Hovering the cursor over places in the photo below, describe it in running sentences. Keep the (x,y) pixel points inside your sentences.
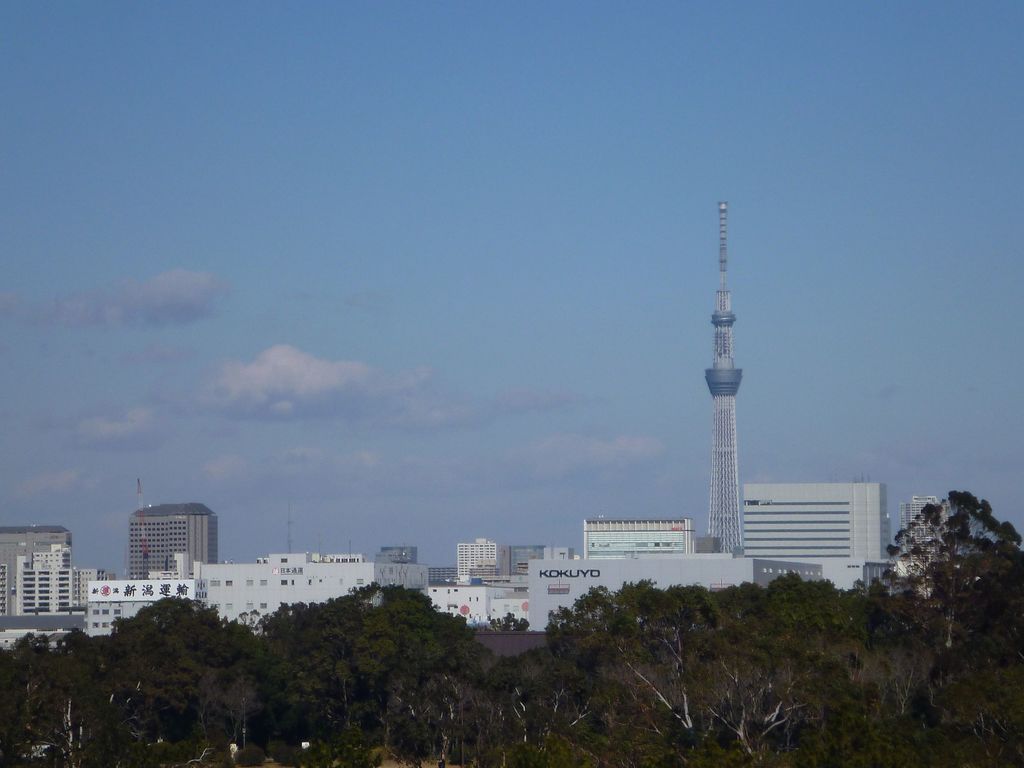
In the foreground of the picture (457,695) there are trees (731,686). In the center of the picture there are buildings (676,541). Sky (421,546) is sunny.
